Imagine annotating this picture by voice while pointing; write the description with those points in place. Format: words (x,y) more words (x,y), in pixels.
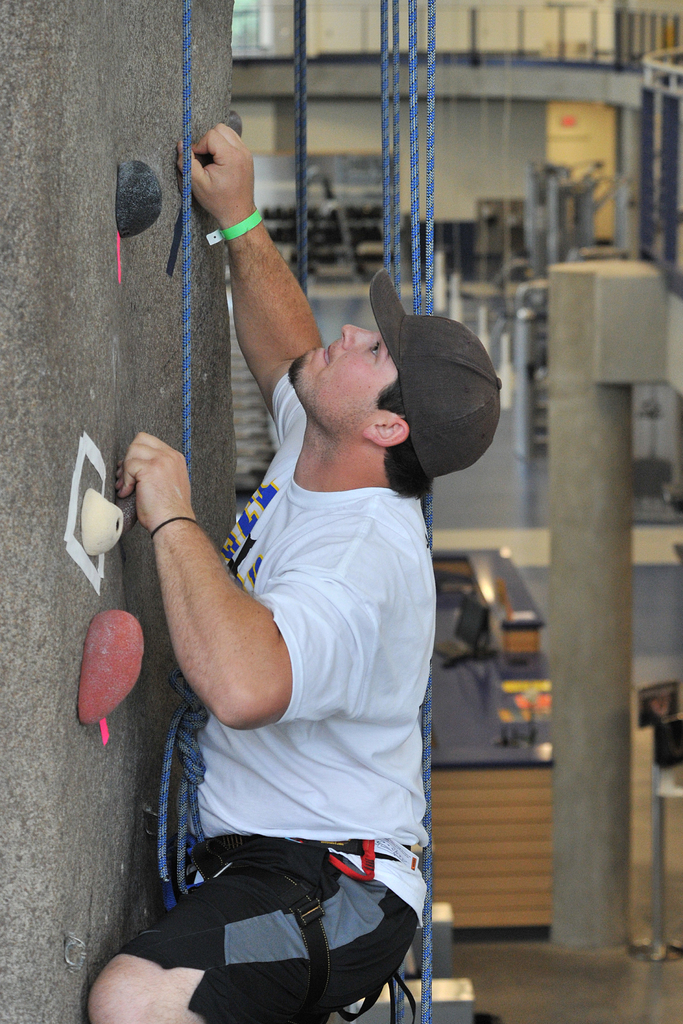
In this picture there is a person (292,662) wearing white T-shirt (305,694) is holding an object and climbing upwards and there are few ropes (388,135) beside it and there are some other objects (562,327) in the background (517,327).
